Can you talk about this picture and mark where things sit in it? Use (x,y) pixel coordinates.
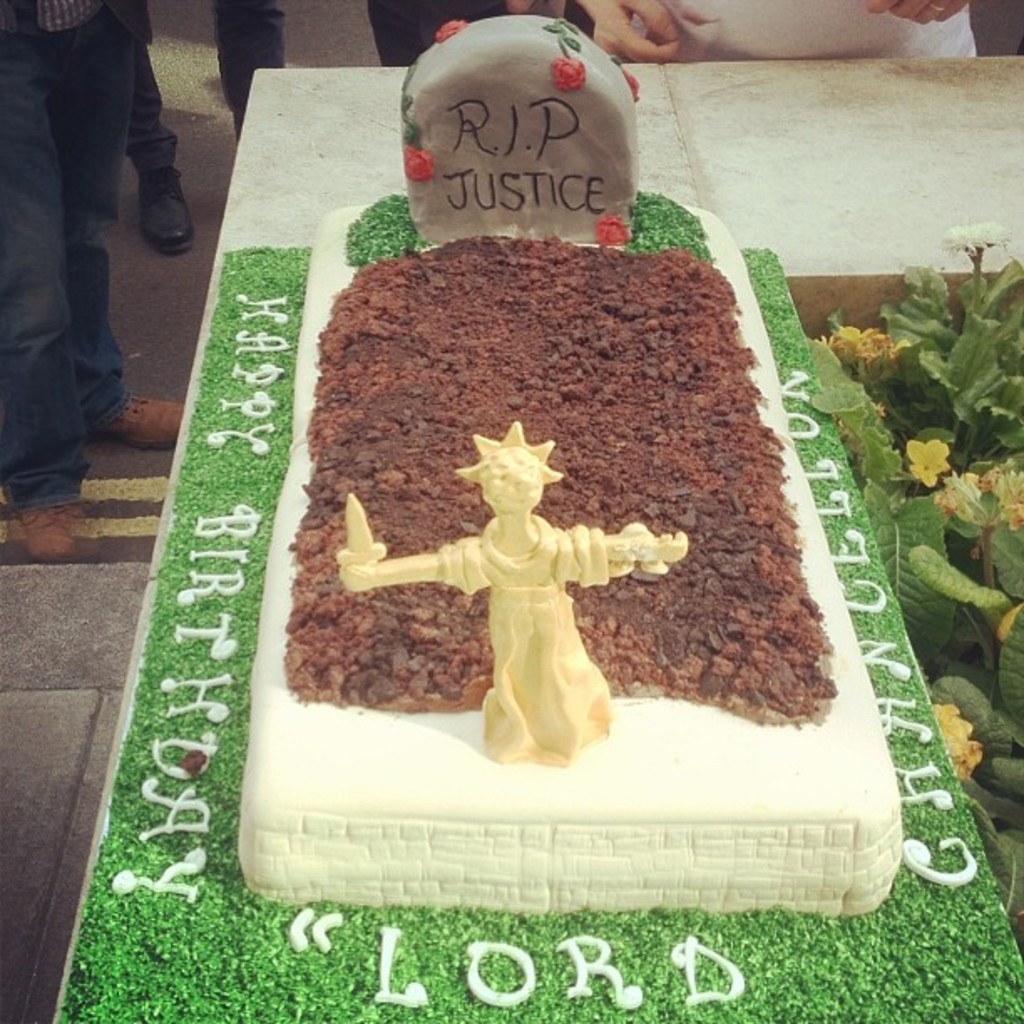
In this picture we can see a cake (554,45). There are some crumbs (374,478) and an idol (449,568) on this cake (487,757). We can see some flowers (962,511) and plants (949,515) on the right side (973,504). Few people (629,44) are standing in the background (780,36).
